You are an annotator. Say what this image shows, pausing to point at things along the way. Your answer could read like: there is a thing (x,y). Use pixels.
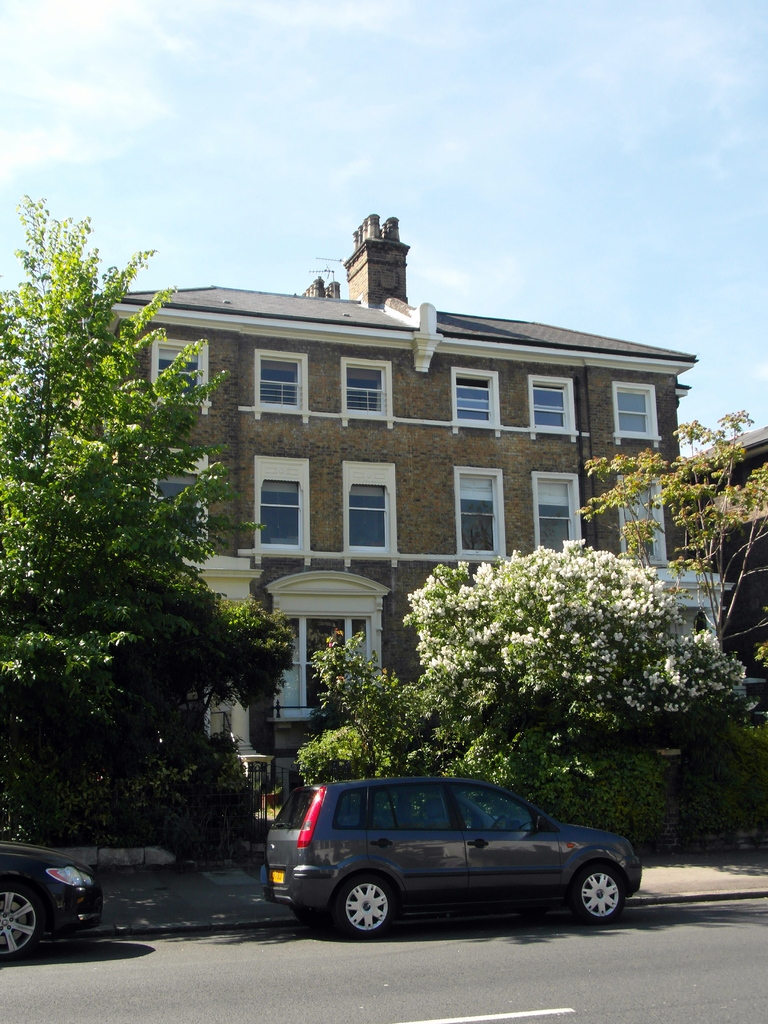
In this picture we can see a house (368,359) in front of which there are many trees (672,593). We can also see vehicles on the road (433,972). Here the sky (379,202) is blue.
